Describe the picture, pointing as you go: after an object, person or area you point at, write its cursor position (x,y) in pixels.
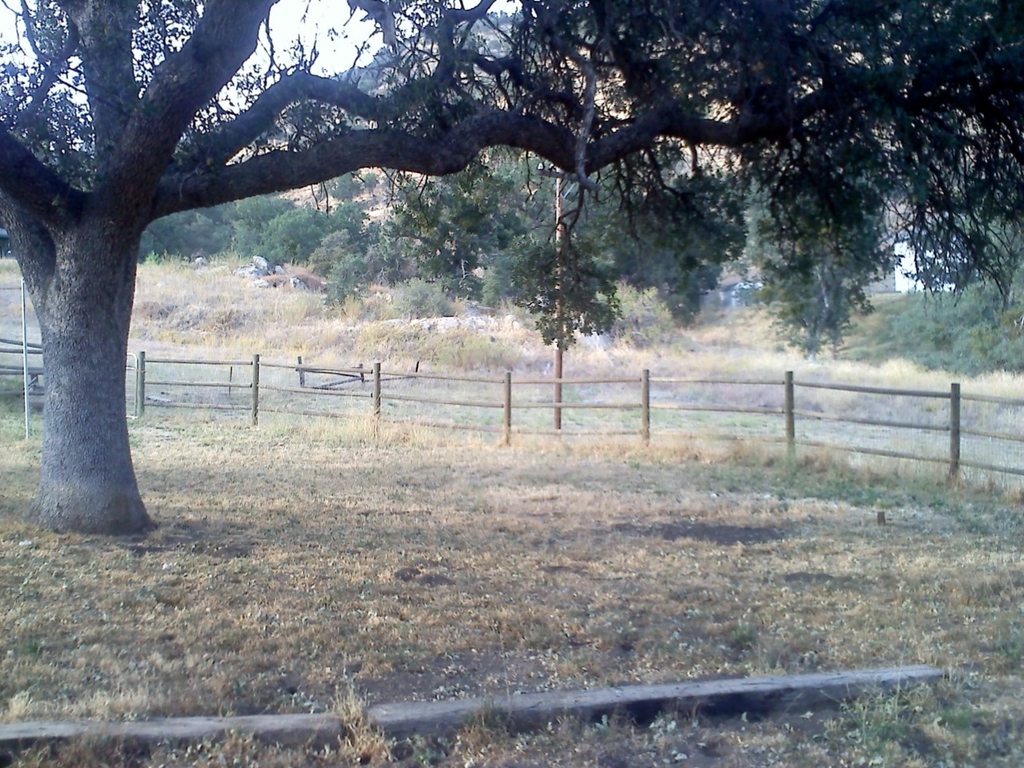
This is an outside view. On the ground (413,583), I can see the grass (185,569). On the left side (104,305) there is a tree (89,410). In the middle of the image (451,399) there is a fencing (584,406), behind there is a pole (561,285). In the background (280,255) there are many trees (307,252) and rocks (267,262).
